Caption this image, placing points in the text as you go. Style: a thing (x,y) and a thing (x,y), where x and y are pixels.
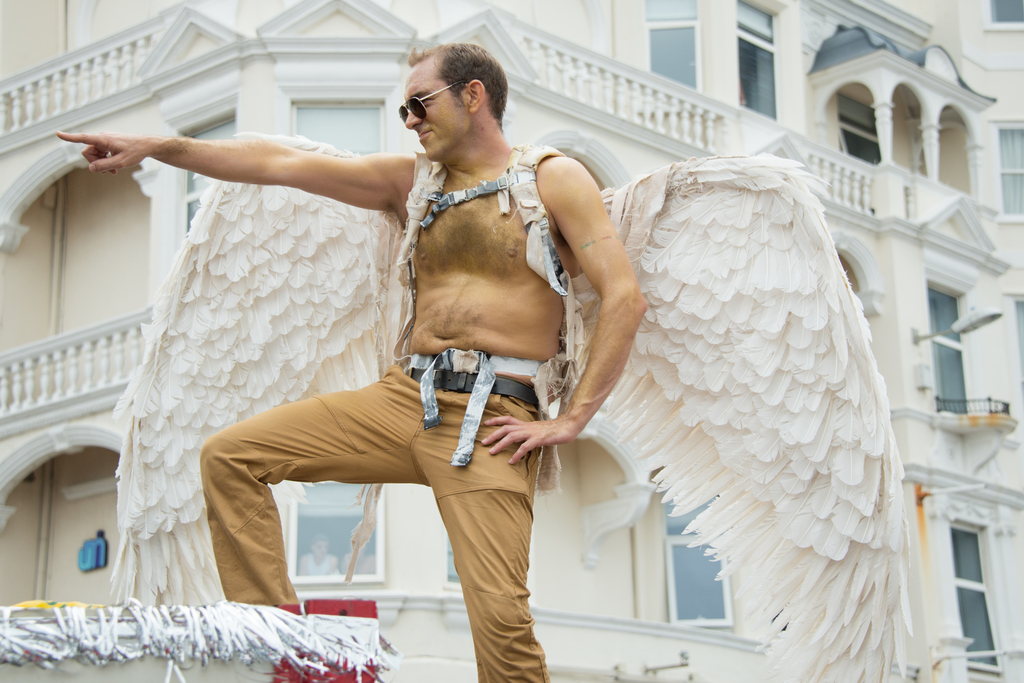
In this image I can see a man (484,338) standing and he is wearing goggles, wings (829,289) and pant (438,401). There is a building (676,645) at the back (547,29).
